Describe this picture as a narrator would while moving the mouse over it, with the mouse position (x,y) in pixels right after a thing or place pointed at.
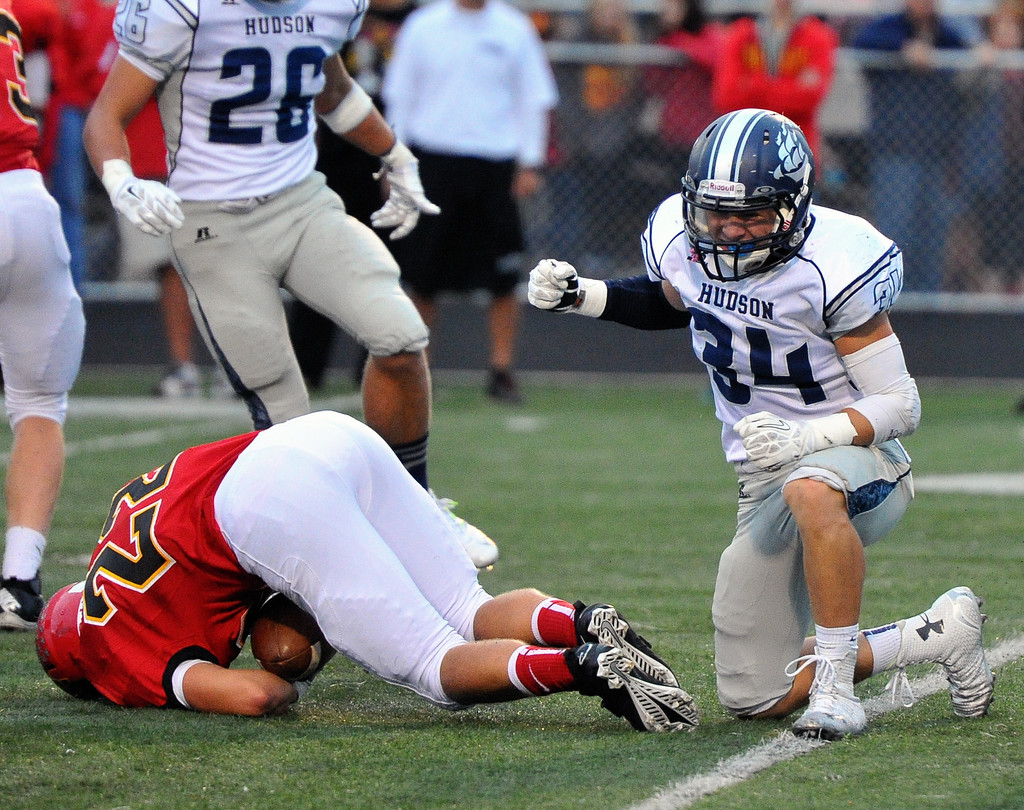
In this picture it looks like few persons (391,291) are playing the football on the ground (575,396), in the background (512,229) I can see the metal net (611,216) and few persons (725,93) are standing.
